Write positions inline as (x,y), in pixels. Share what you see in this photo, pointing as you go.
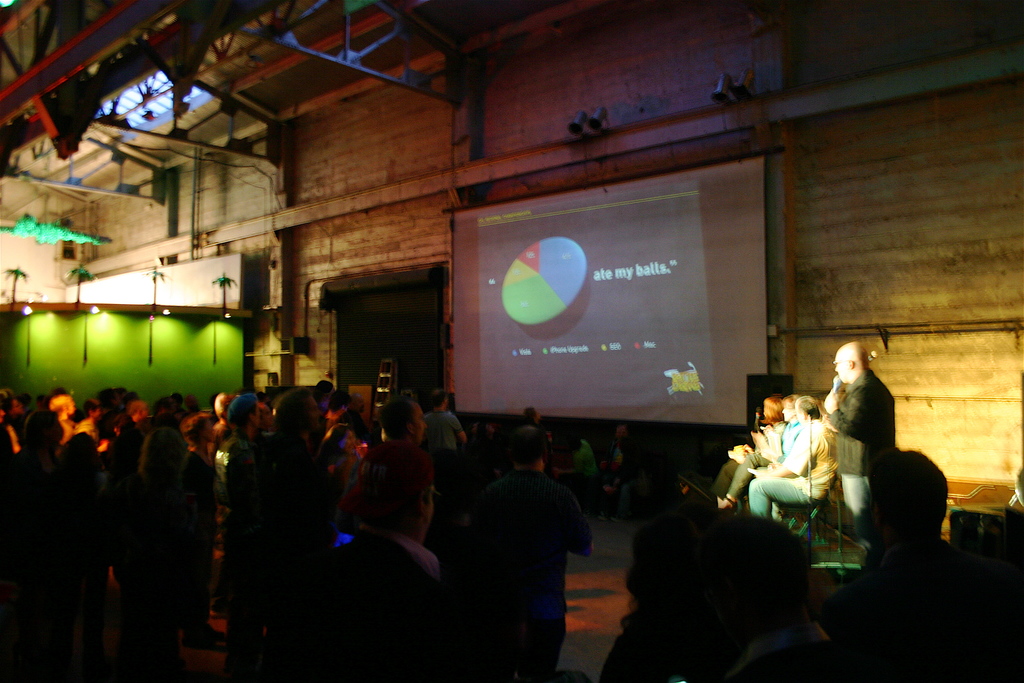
In this image I see number of people (779,451) and I see few of them (808,471) are sitting on chairs (793,519) and this man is holding a mic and I see the projector screen (682,187) over here and I see few words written and I see a pie chart (531,301) over here and in the background (560,186) I see the wall (846,13) and I see the lights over here and I see many rods (51,70).
